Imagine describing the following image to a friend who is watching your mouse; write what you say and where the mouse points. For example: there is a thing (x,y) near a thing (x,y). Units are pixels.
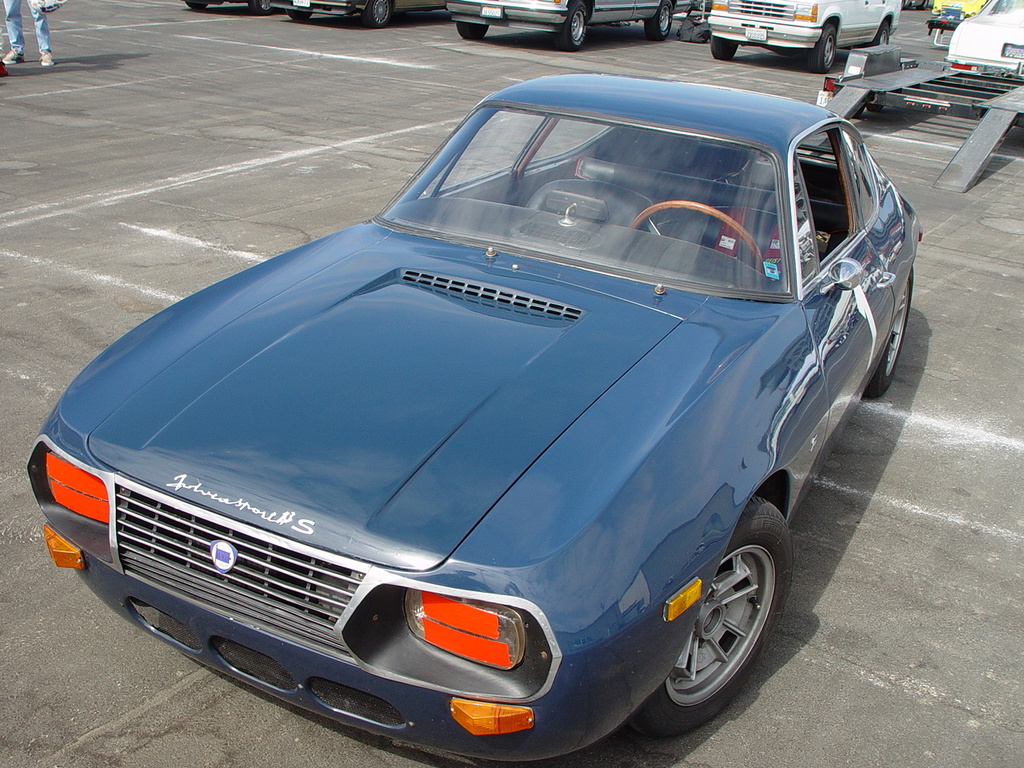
In this image there are vehicles (833,18) parked on the road (327,135). On the left side of the image (11,5) we can see the legs (21,21) of a person (15,47).
